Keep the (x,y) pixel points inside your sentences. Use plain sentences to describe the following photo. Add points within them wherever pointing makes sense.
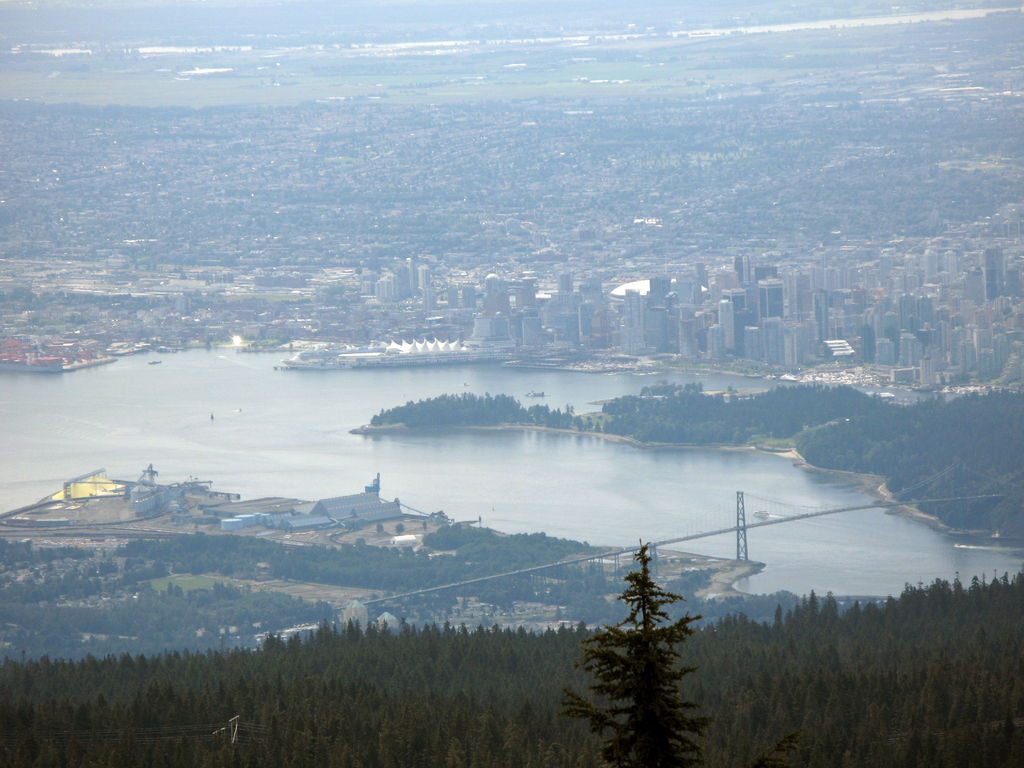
In the middle (398,484) there is water (449,463) and there are trees (72,763) at the bottom (659,687). At the back side (765,308) there are very big buildings (808,311) in this image.
